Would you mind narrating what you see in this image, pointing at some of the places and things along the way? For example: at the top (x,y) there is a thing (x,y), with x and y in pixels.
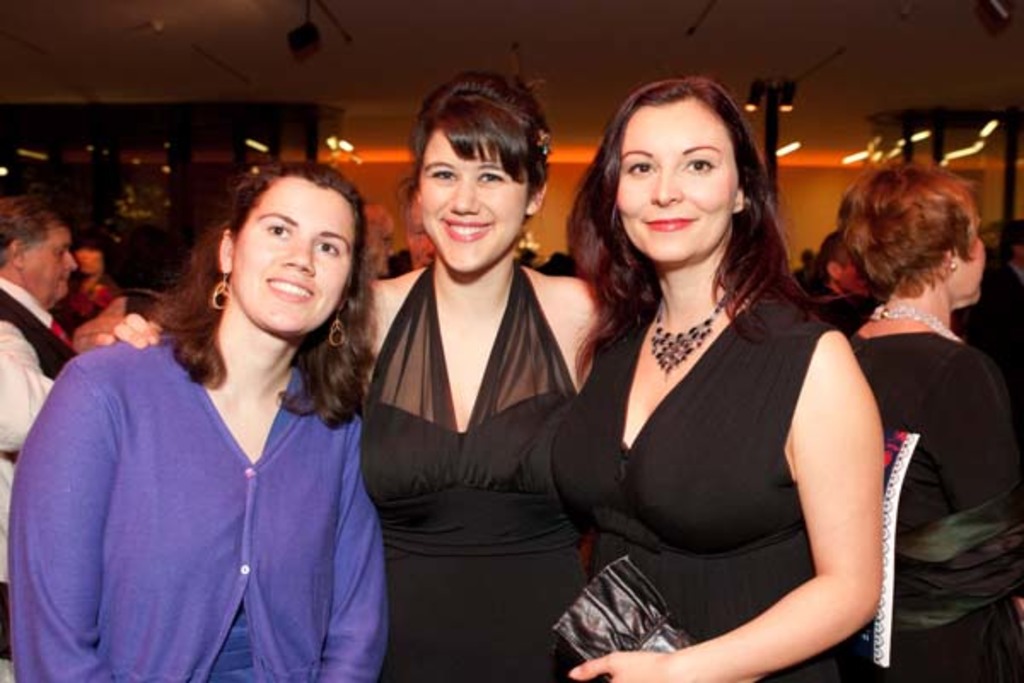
In front of the picture, we see three women (368,391) are standing. They are smiling and they are posing for the photo. The woman (699,460) on the right side (771,219) is holding a black color wallet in her hands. On the right side (945,567), we see a woman (946,464) in the black dress (915,455) is standing. On the left side (52,242), we see the man (55,254) in the white shirt (19,368) is standing. Behind them, we see the people (107,290). In the background (546,228), we see the wall (565,218) and the cupboards (195,192). At the top (294,76), we see the lights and the ceiling (720,69) of the room (557,46).
